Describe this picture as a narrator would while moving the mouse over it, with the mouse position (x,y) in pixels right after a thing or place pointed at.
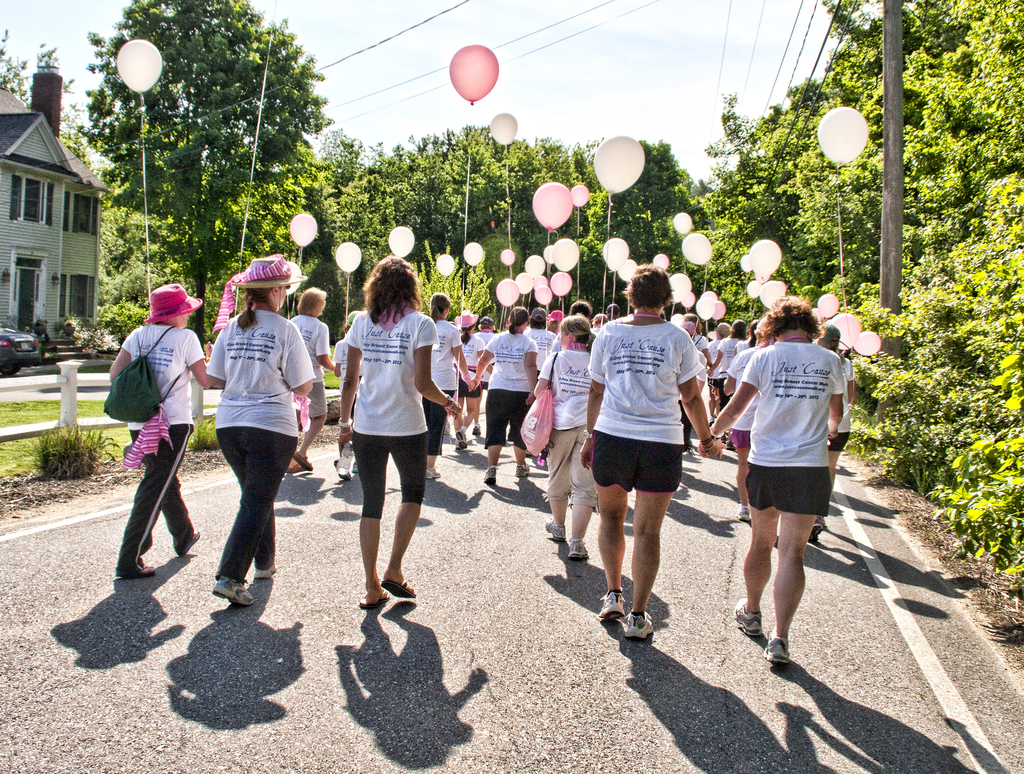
In the picture I can see these people (562,314) wearing white T-shirts (238,333) are walking on the road (404,604). Here we can see a pole (889,91), trees (786,165) and wires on the right side of the image (830,225). On the left side of the image (20,423) we can see the grass (34,449), fence (92,420), a vehicle (6,368) parked, we can see wooden house (95,281) and we can see the sky (566,113) in the background (630,74).
